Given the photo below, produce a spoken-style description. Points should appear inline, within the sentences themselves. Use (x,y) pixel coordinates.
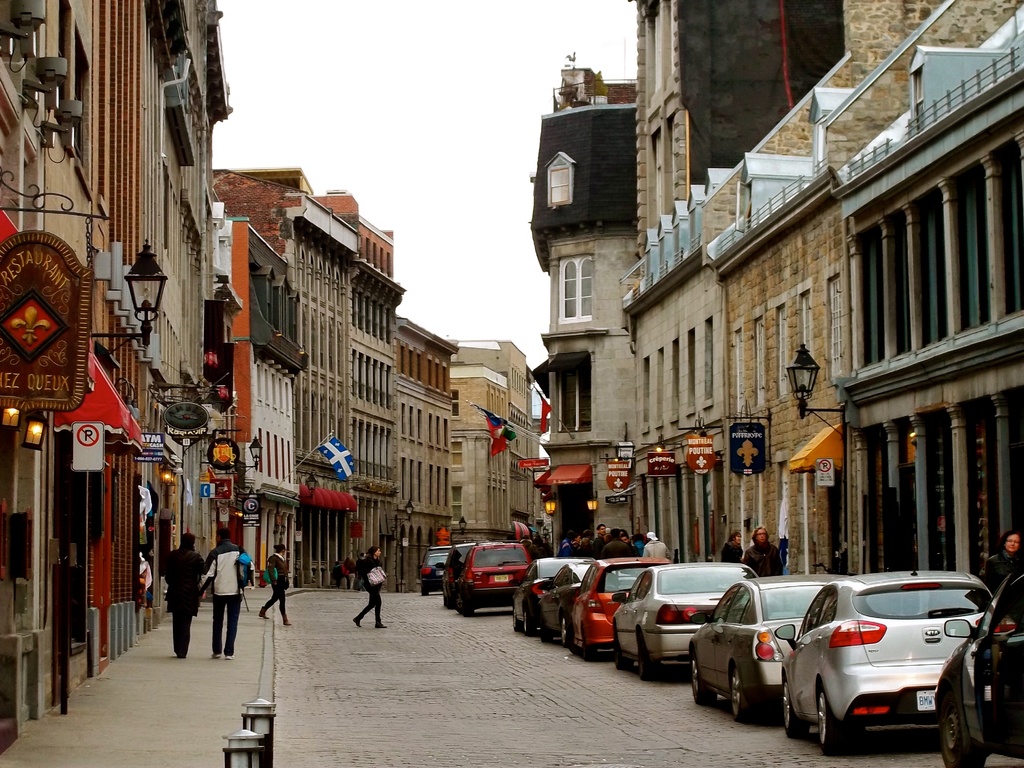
In the image in the center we can see few vehicles (632,625) on the road (418,605). And we can see sign boards (89,443), lamps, banners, flags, poles (303,462) and few people (227,600) were walking on the road (328,594) and holding some objects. In the background (381,139) we can see the sky (380,96), clouds (454,49), buildings (150,164), windows (1010,428) and wall (592,305).
